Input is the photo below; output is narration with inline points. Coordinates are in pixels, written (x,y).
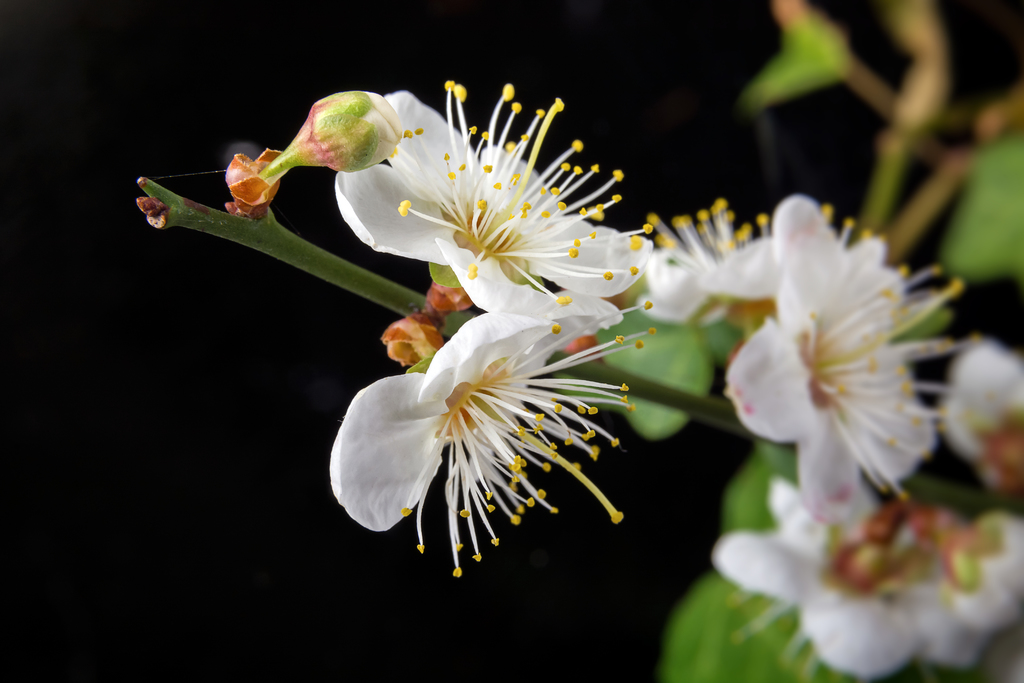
In this image, we can see some flowers (694,300) and we can see green leaves (984,263). There is a dark background (32,434).
